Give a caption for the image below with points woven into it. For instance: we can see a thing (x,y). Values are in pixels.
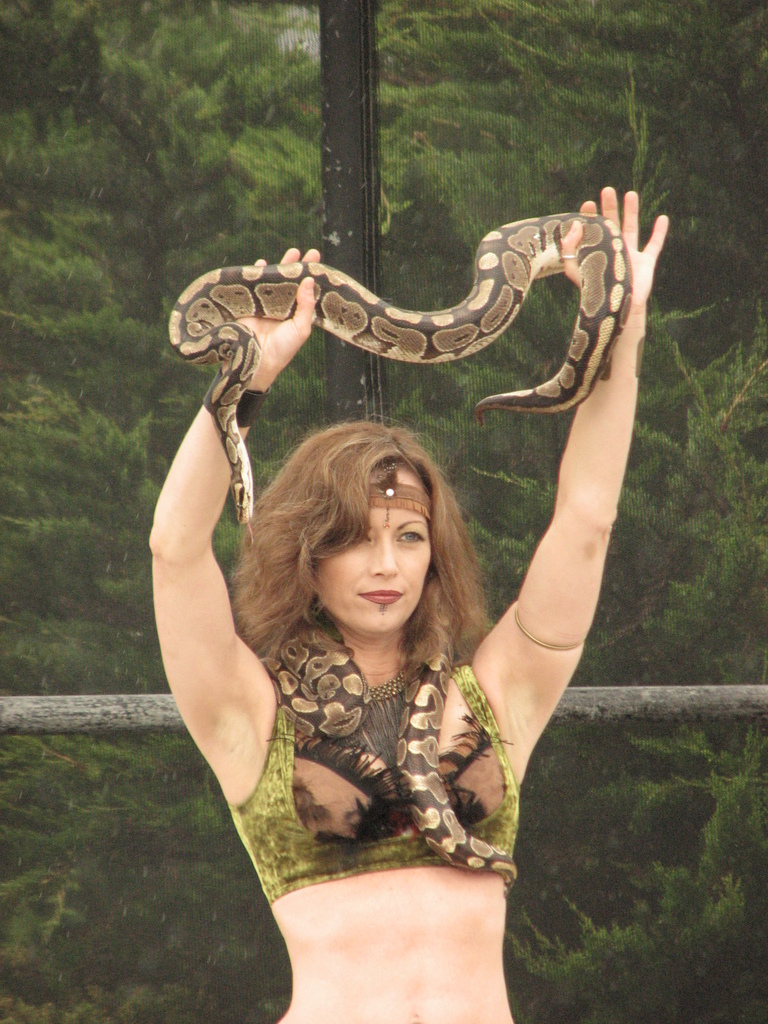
In this image I see a woman (358,428) who is standing and holding a snake (189,319) in her hands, In the background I see a wooden pole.
